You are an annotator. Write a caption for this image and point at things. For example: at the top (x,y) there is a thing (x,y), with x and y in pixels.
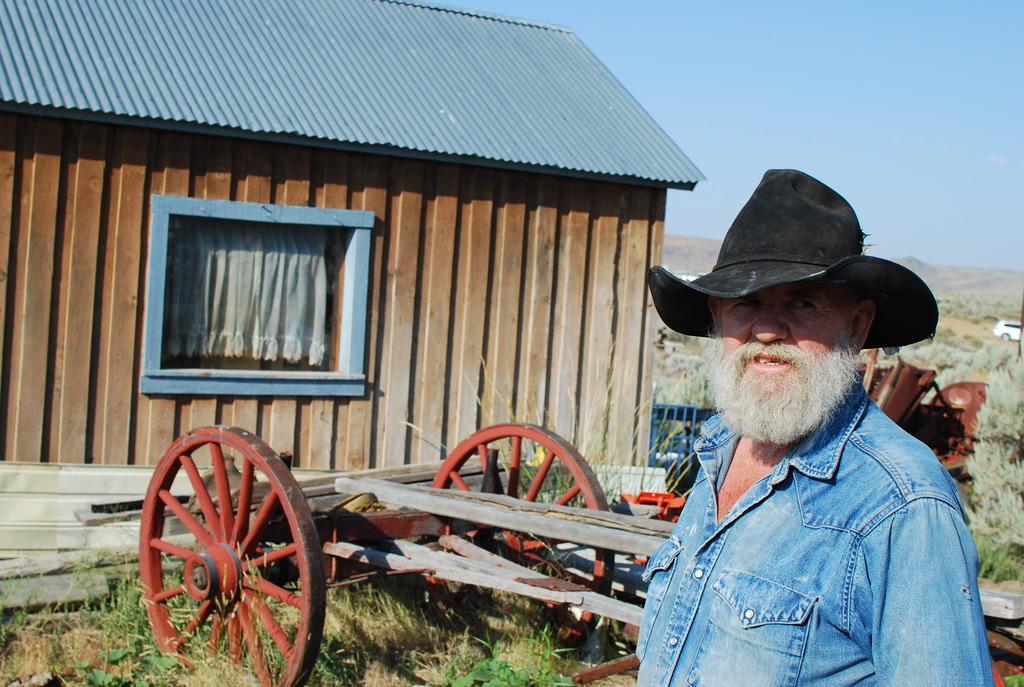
The picture is taken near the house (626,392). In the foreground (779,418) there is a man (775,355) wearing a cap (791,251), behind him there are cart (409,511) and a house (559,290). In the foreground (178,651) there are plants (133,677) and grass (433,617). On the top (875,125) it is sky (804,98) and it is sunny. In the background (976,349) there are plants (957,375), shrubs (954,345), trees (978,296), vehicle (1002,323) and hills (688,246).
